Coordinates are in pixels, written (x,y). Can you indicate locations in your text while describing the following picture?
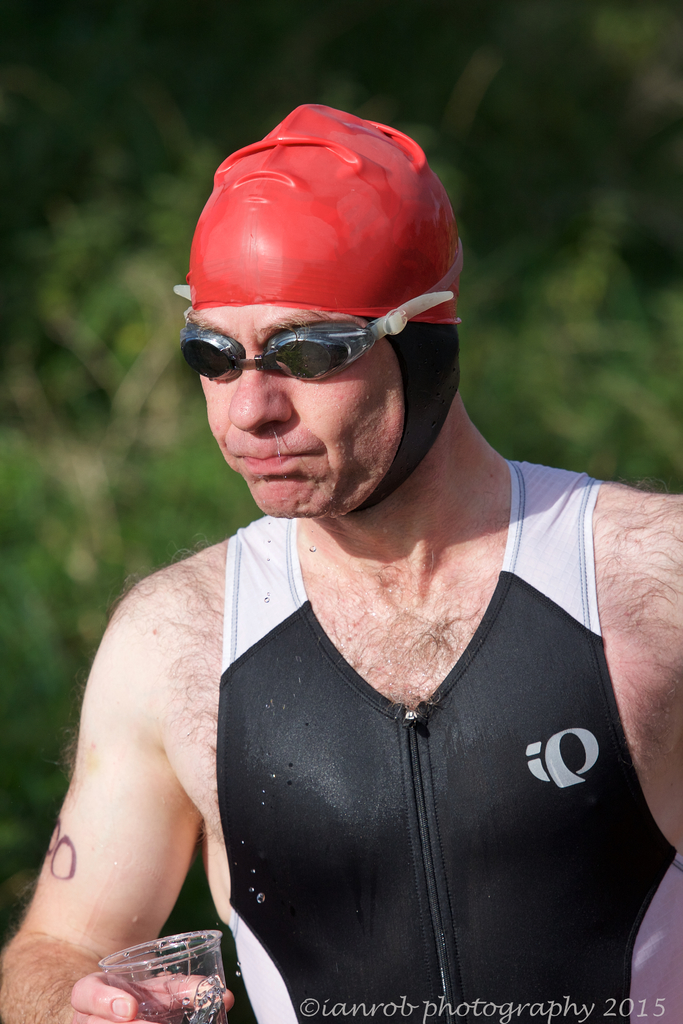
In this image, I can see a man (336,885) with swimming goggles (328,343) and swimming cap (399,240). He is holding a glass (144,999). In the bottom right side of the image (563,1007), there is a watermark (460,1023). There is a blurred background (618,270).
